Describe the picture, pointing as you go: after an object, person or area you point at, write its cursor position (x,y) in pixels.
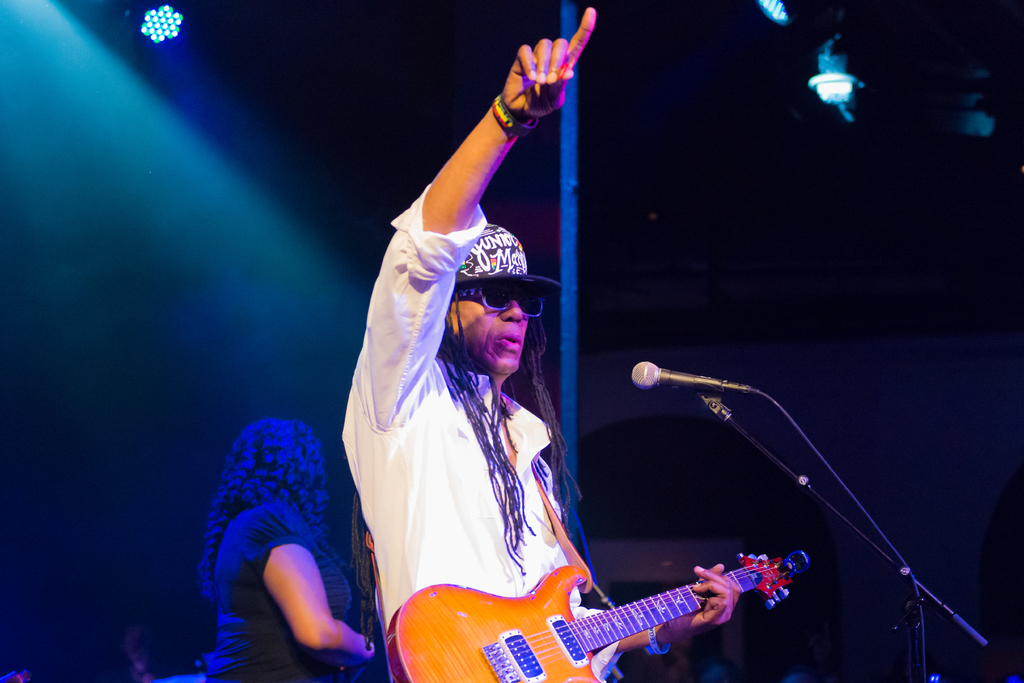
The two persons (519,453) are standing on a stage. One is playing a musical instrument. They are wearing white and black shirts (438,459). In the center (519,236) we have a person (492,327). He is wearing a cap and spectacle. We can see in background (576,382) lights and pole (576,169).
